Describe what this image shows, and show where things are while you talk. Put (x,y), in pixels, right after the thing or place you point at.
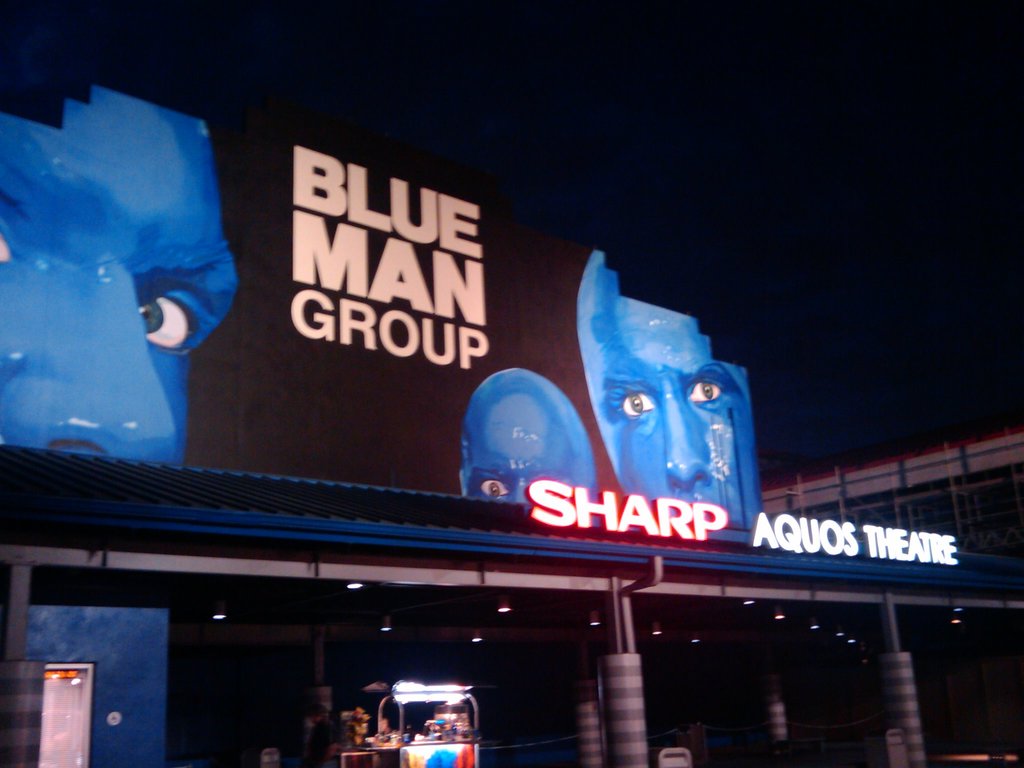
In this image we can see a building (582,690) with pillars (586,705), roof (571,537), ceiling lights (389,629) and a door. We can also see a signboard (421,152) with some pictures (517,438) and text (311,265) on it. On the bottom of the image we can see a stall (441,759) with some objects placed inside it.
